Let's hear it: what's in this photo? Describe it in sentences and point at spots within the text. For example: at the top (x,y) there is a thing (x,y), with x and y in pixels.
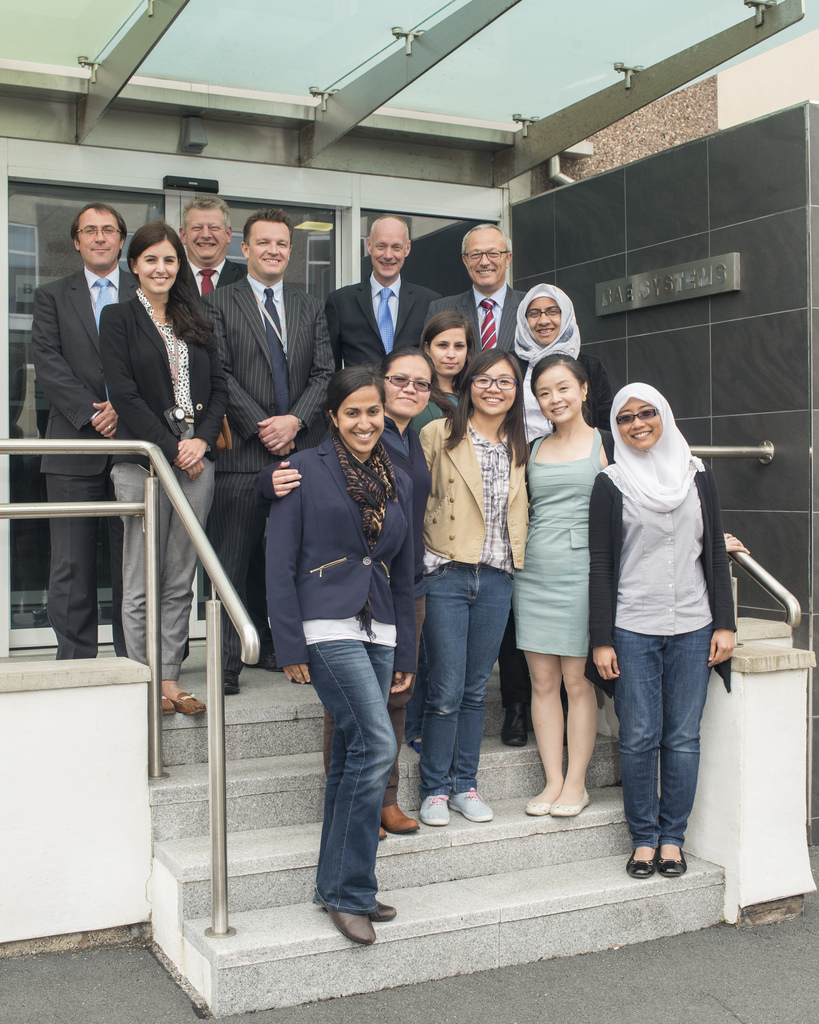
In this image I can see group of people (690,740) standing. The person (345,541) in front (345,551) wearing blue blazer (294,515), blue pant (369,802). Background (748,237) I can see a glass door (328,246) and the wall (748,188) is in gray color.
